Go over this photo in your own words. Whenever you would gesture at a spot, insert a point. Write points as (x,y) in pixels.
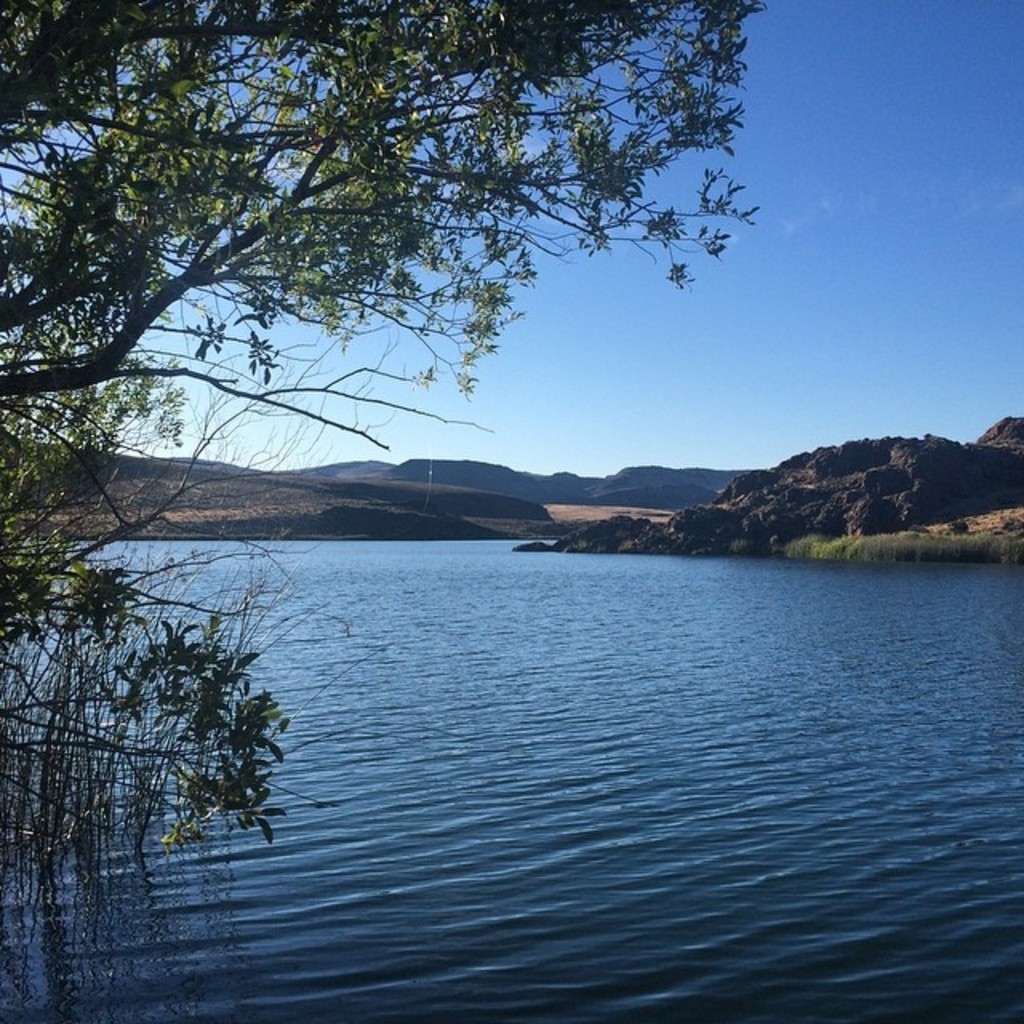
In this image I can see the water (697,775), a tree (110,744) which is green and black in color and in the background (714,510) I can see few mountains (522,491) and the sky (697,288).
